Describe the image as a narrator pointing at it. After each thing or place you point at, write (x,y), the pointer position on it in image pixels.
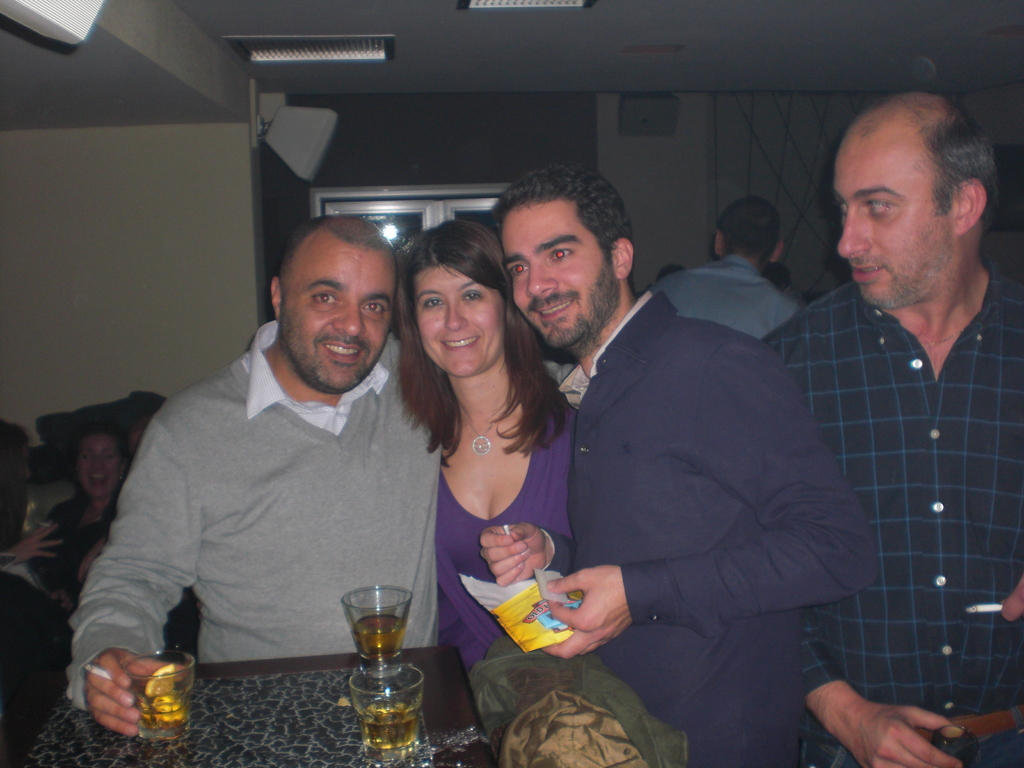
In this image we can see four people (753,504). There is a table (277,668). On the table (269,684) there are glasses (185,675) with drink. In the background (30,352) we can see people (679,293), wall (195,250), lights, and objects (321,152).
